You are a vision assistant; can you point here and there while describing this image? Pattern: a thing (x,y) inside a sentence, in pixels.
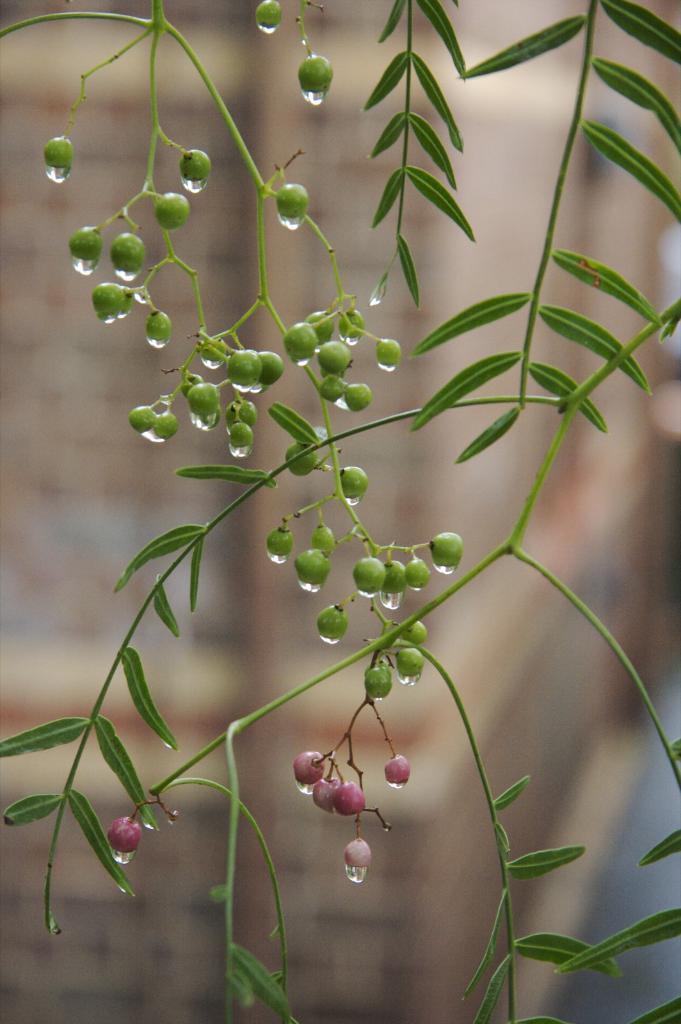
In this image in the foreground (281,472) there are some leaves (401,195) and some fruits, and the background (401,864) is blurred.
